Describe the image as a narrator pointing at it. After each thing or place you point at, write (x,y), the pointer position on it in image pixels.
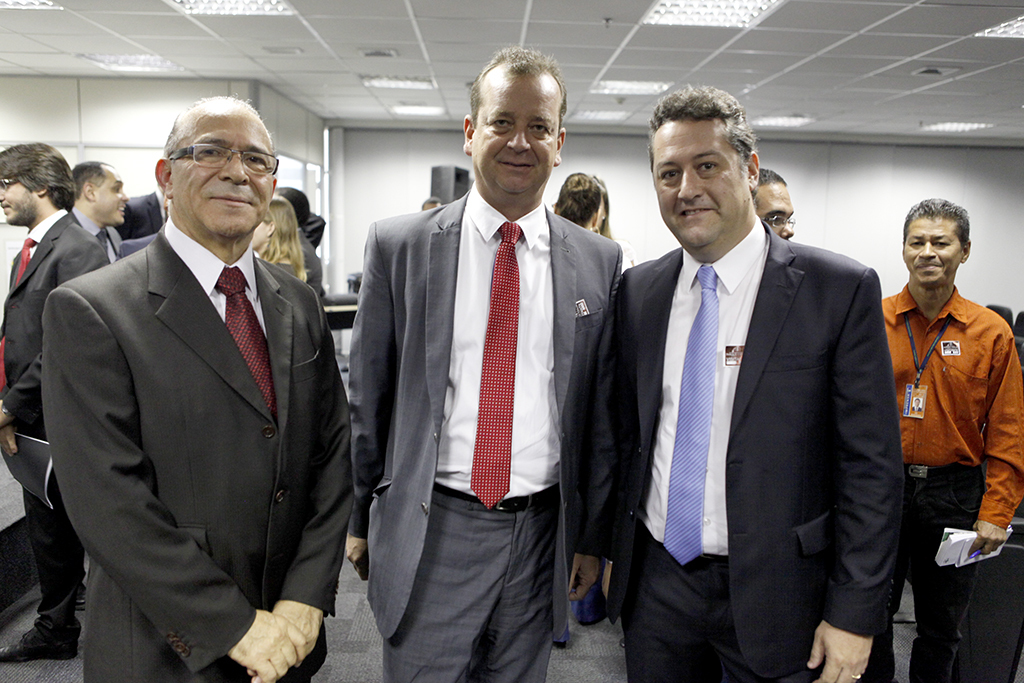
This image consists of many persons (268,456). In the front (430,493), three men (681,421) are wearing the suits (196,392). At the bottom (583,677), there is a floor (366,676) along with a floor mat (571,674). In the background (36,117), we can see a wall (1013,272). At the top (383,40), there is a roof (498,40) along with light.
